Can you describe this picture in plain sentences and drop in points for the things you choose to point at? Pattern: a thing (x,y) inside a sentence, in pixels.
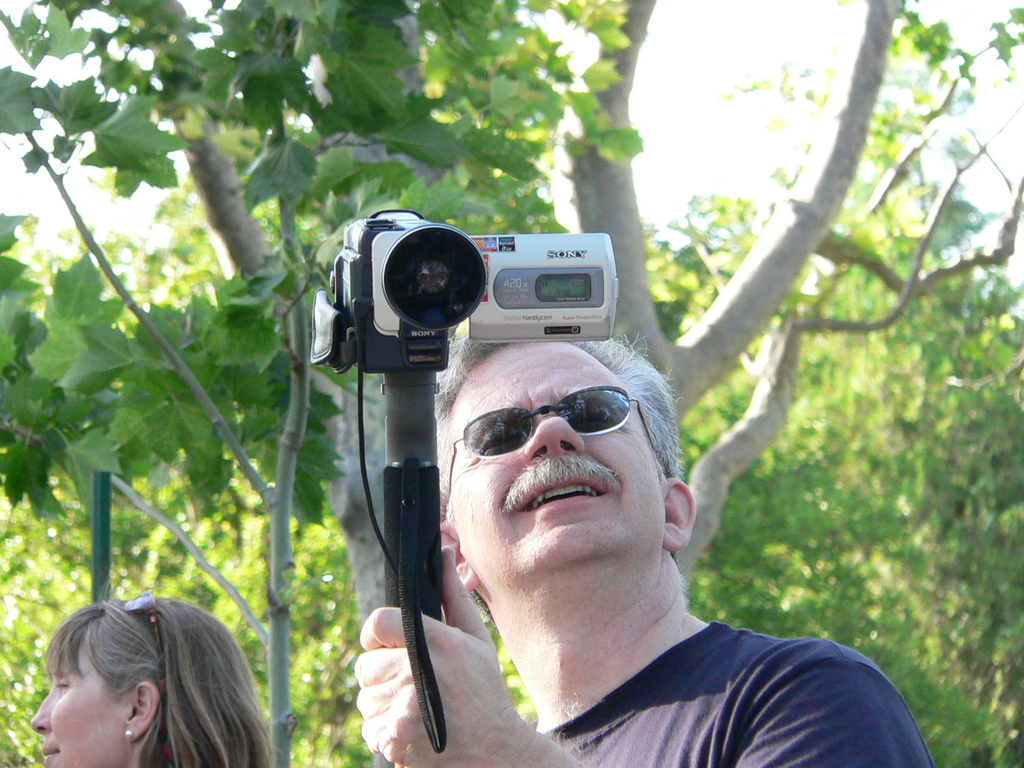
In this image I see a man (865,722) who is holding a camera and I see a woman (75,617) over here. In the background (347,713) I see the trees (896,209).
